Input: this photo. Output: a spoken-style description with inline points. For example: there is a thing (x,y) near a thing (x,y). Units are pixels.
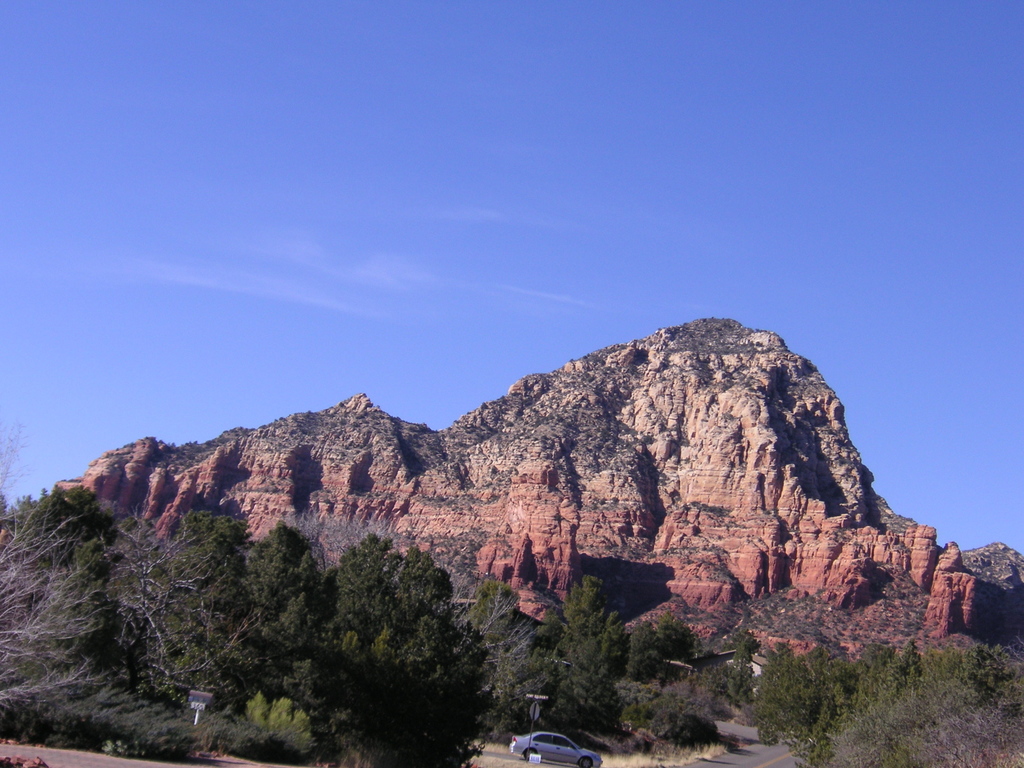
Here we can see a car (552,742), poles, boards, grass (627,760), trees (587,680), road (754,755), and a mountain (748,432). In the background (658,217) there is sky (619,170).
